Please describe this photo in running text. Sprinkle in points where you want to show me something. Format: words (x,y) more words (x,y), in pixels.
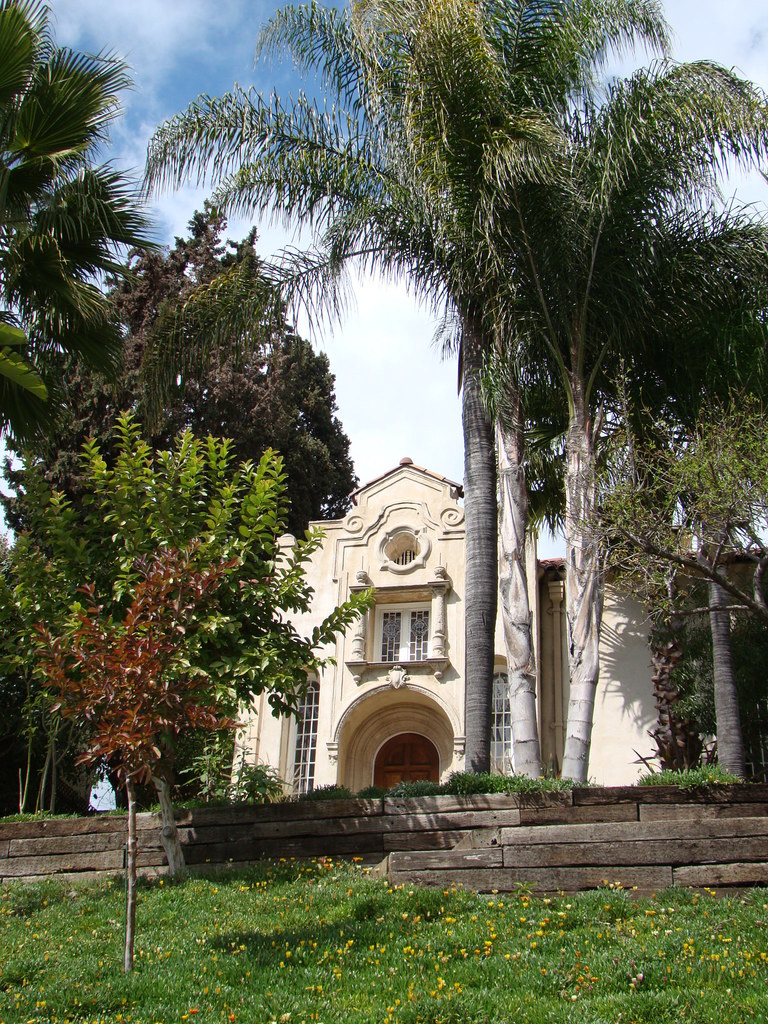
In this image there is a building (351,638), in front of the building (374,671) there are trees (503,611) and a wooden fence (333,844), in front of the fence (403,880) there are flowers (561,924) on the plants (231,934), at the top of the image (412,338) there are clouds (430,308) in the sky (400,447).
